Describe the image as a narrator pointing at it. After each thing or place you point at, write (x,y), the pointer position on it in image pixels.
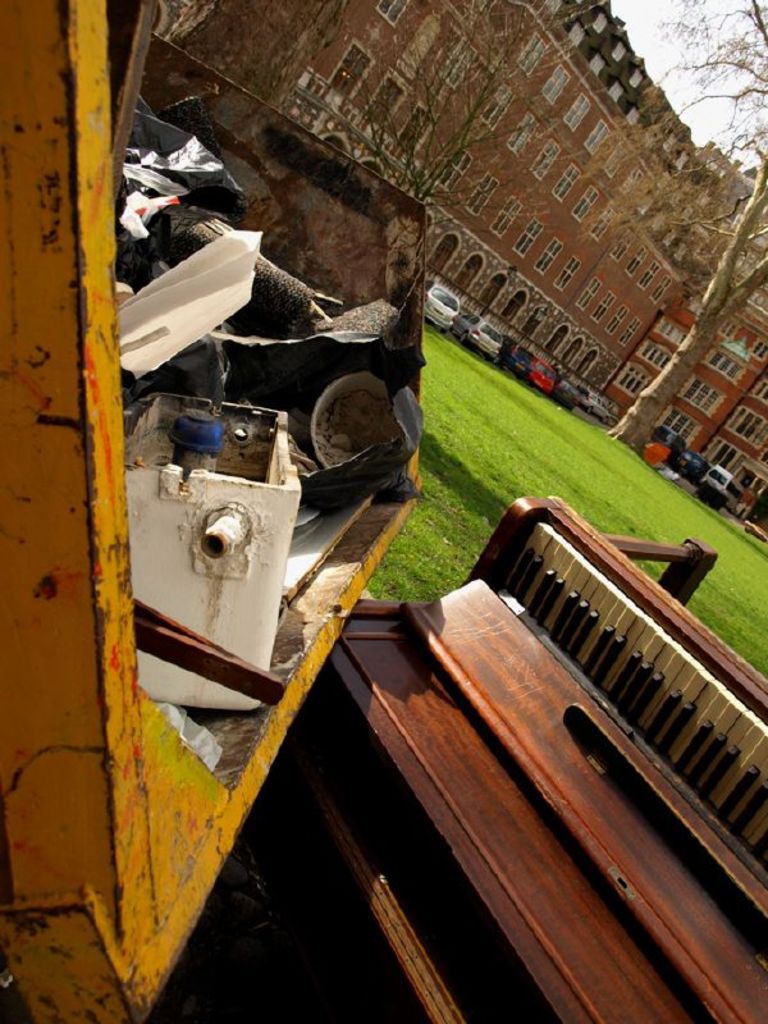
As we can see in the image there is a building (598,99), sky (656,44), tree (715,63), grass (551,434), few cars (447,324) over here. In the front (510,586) there is a dustbin (151,781) and a musical keyboard (604,658).
